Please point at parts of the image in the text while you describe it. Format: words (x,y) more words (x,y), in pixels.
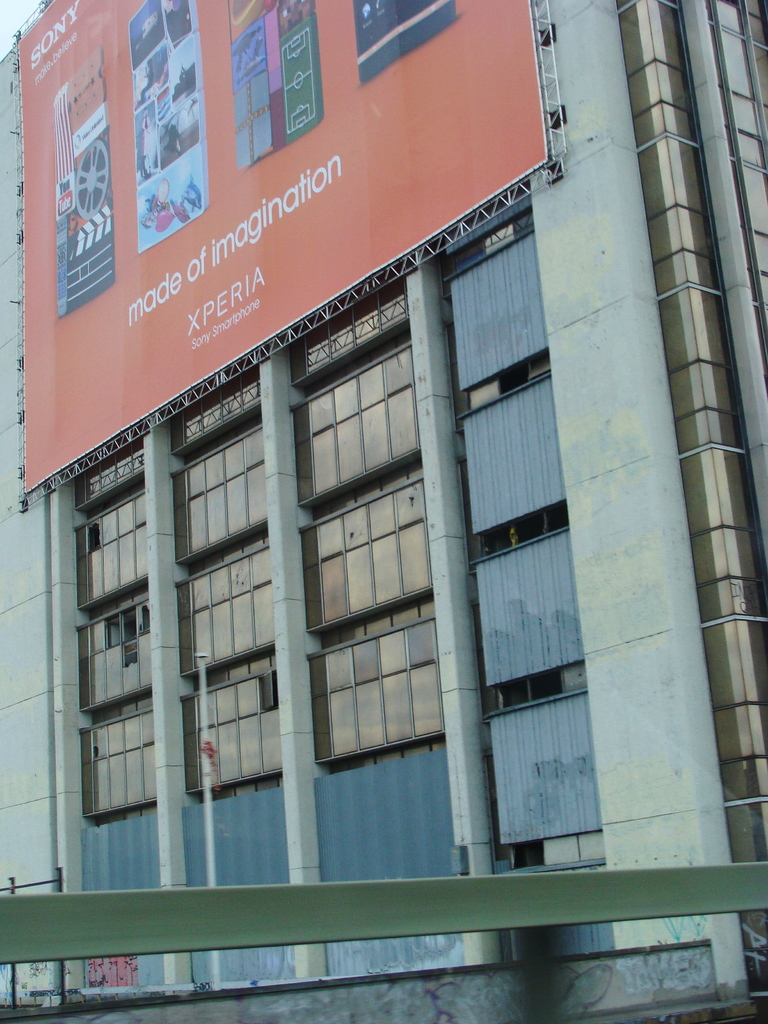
In this image we can see there is a big poster (48,418) about xperia Sony smartphones (394,24).
